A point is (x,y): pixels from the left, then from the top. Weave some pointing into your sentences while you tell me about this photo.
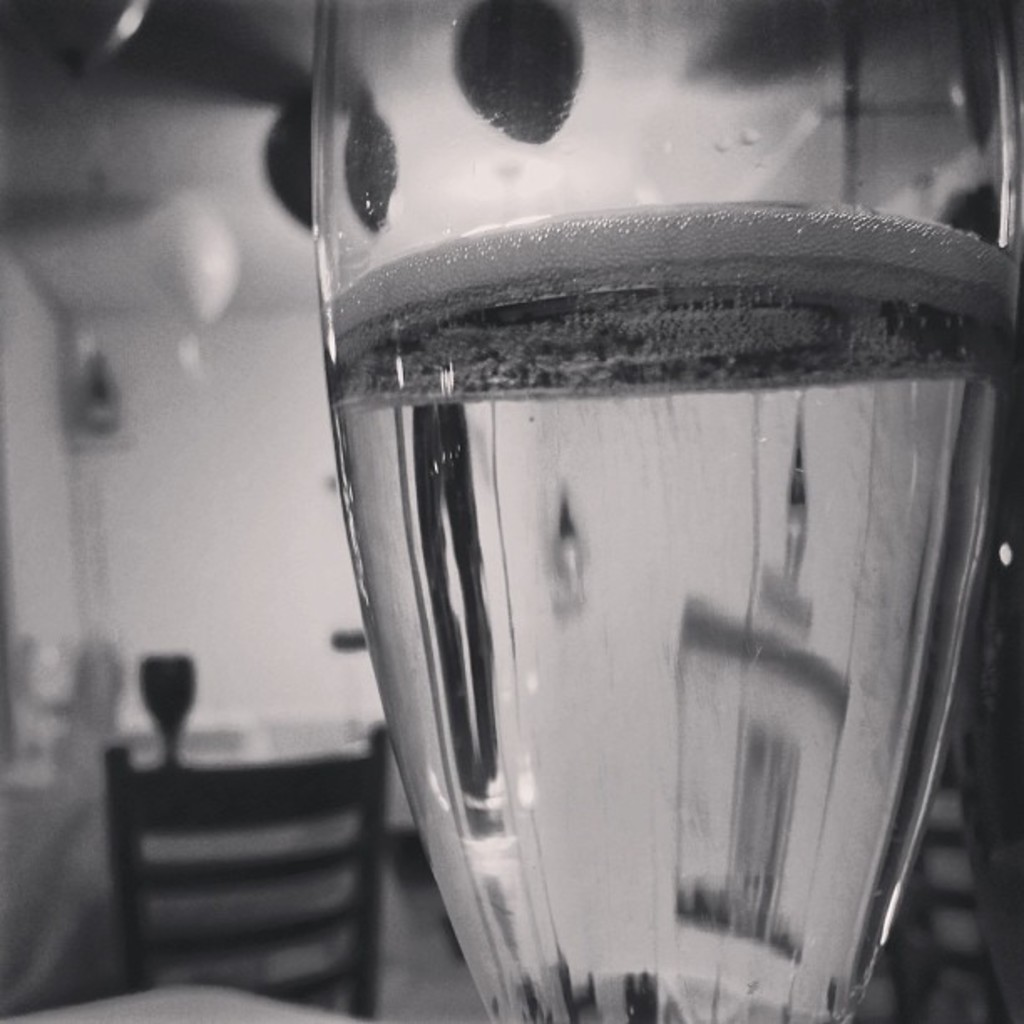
In this picture we can see a glass (853,978) with water (352,389) in it, chair (907,944) and some objects (89,653) and in the background (266,358) it is blurry.
